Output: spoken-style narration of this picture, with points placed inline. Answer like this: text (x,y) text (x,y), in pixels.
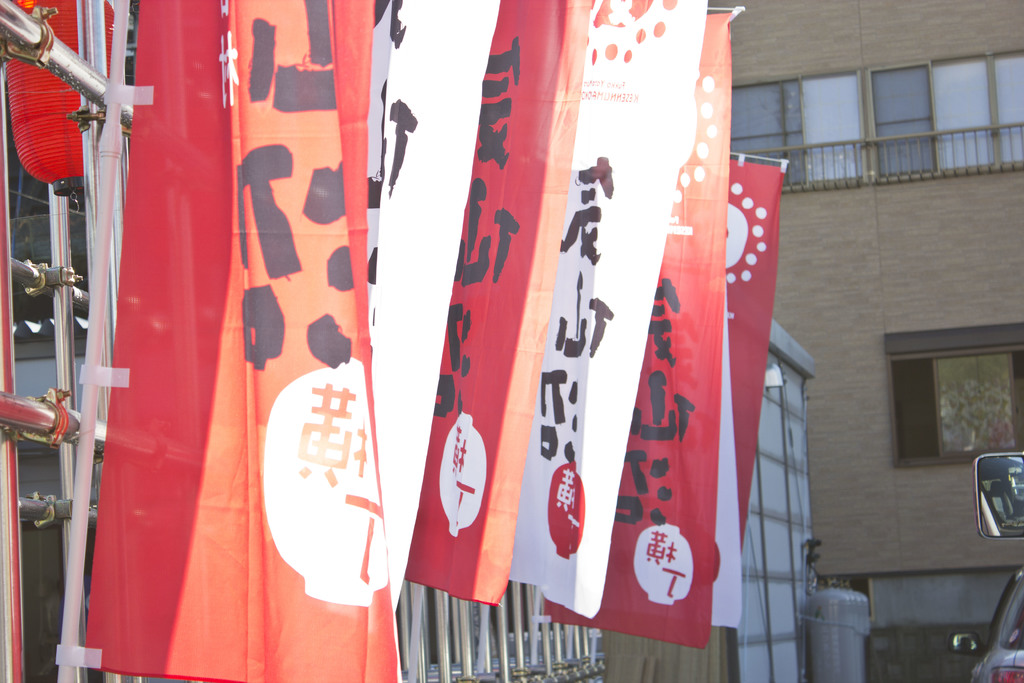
In this image I can see boards (320,374), flags (292,306), metal rods (92,87), vehicles (1013,494) on the road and buildings (946,264). This image is taken during a day.
